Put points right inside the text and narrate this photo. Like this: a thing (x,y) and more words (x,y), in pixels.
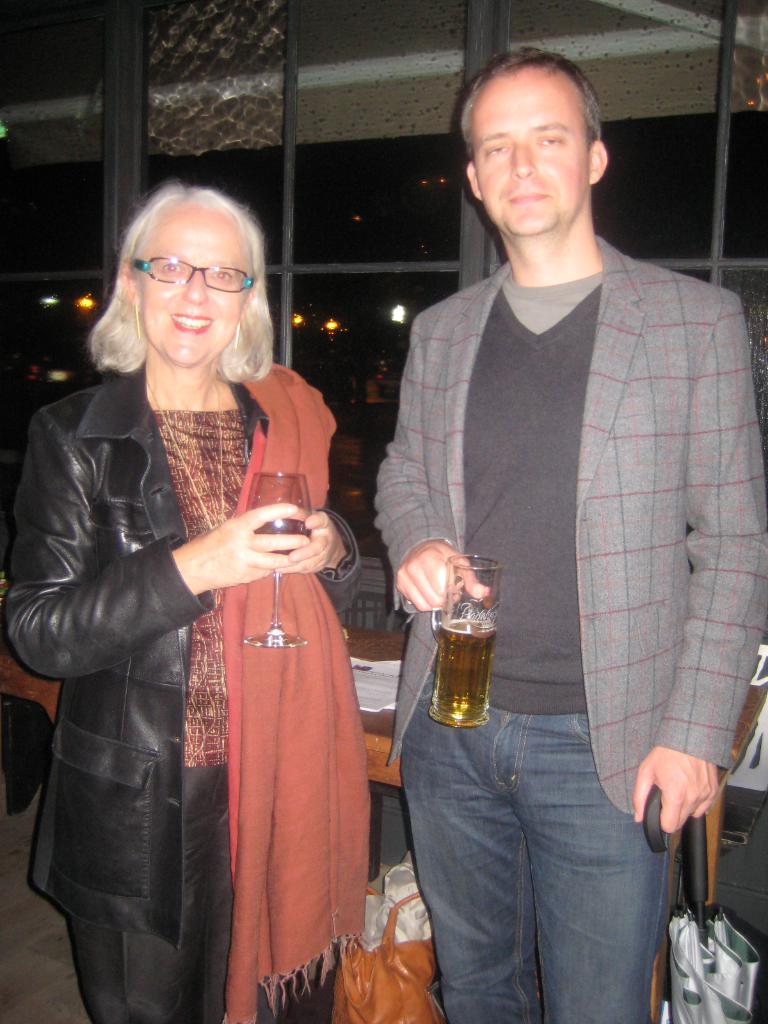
This picture is clicked inside. In the foreground (580,211) we can see a man (584,293) wearing blazer (687,404), holding an umbrella (653,836) and a glass of drink (486,669) and standing. On the left (195,310) there is a woman (143,381) wearing black color jacket (126,504), smiling, holding a glass of drink (274,558) and standing. In the background (370,716) there is a table (379,712) on the top of which some items (387,686) are placed and there are some items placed on the ground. In the background (221,82) we can see the windows (346,182) and through the windows (419,284) we can see the lights (298,322) and the roof (283,41) and some other objects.
